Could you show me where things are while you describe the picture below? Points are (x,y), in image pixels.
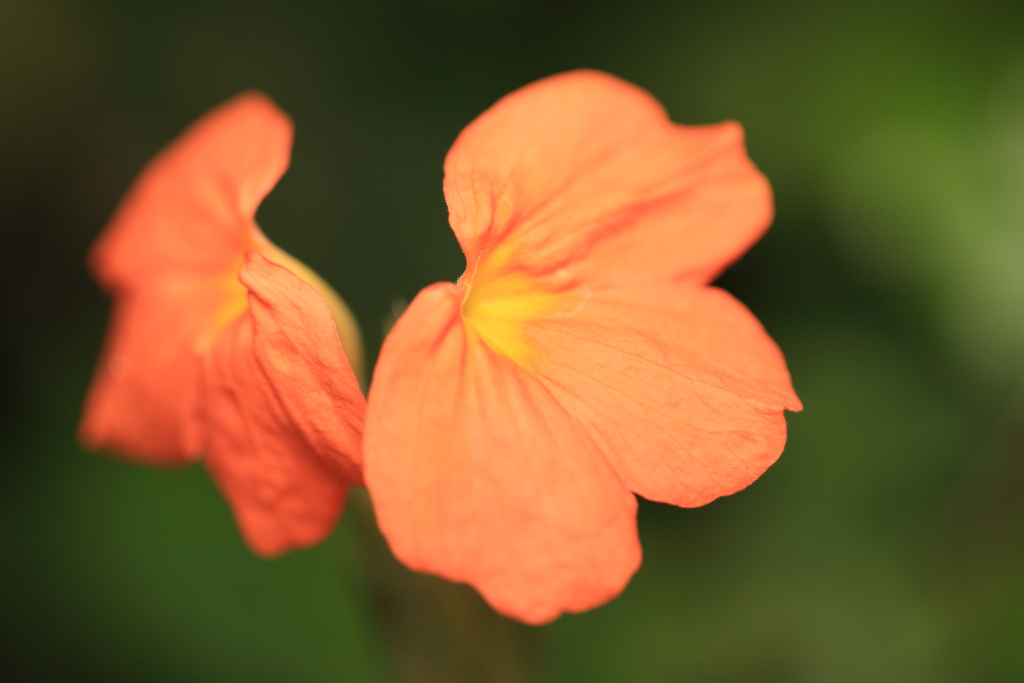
In the foreground of this image (424,435), there are two light orange colored flowers (430,420) and there are leaves (161,584) around it.
